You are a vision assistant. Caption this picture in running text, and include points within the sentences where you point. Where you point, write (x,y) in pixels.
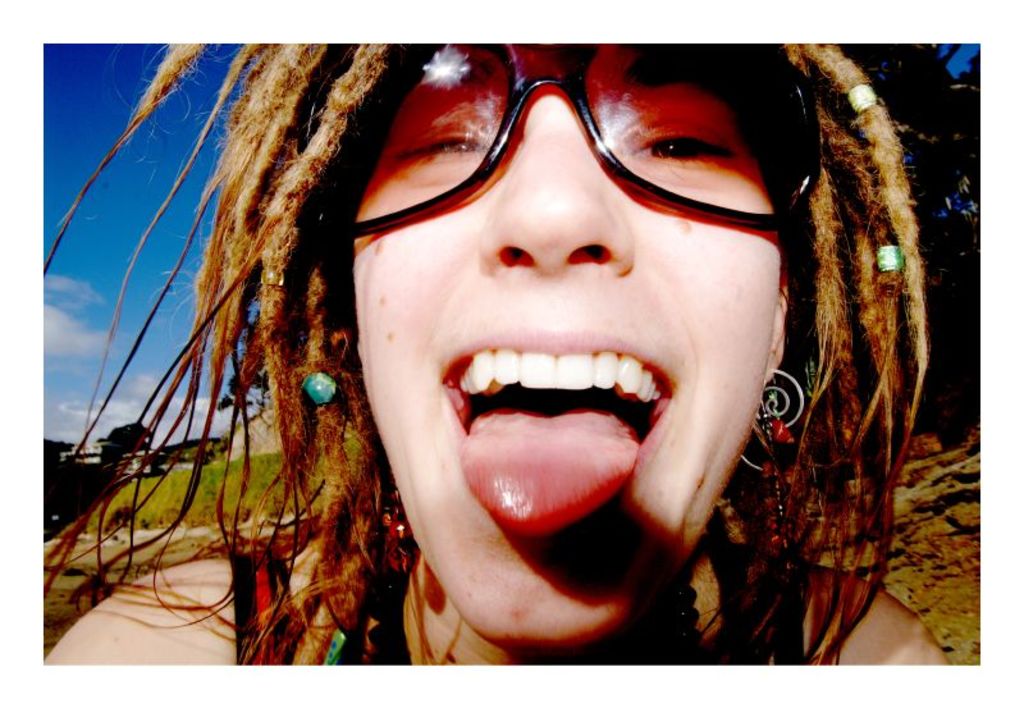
In this image we can see a person (783,310) wearing the glasses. On the backside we can see some trees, a building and the sky (123,383) which looks cloudy.
